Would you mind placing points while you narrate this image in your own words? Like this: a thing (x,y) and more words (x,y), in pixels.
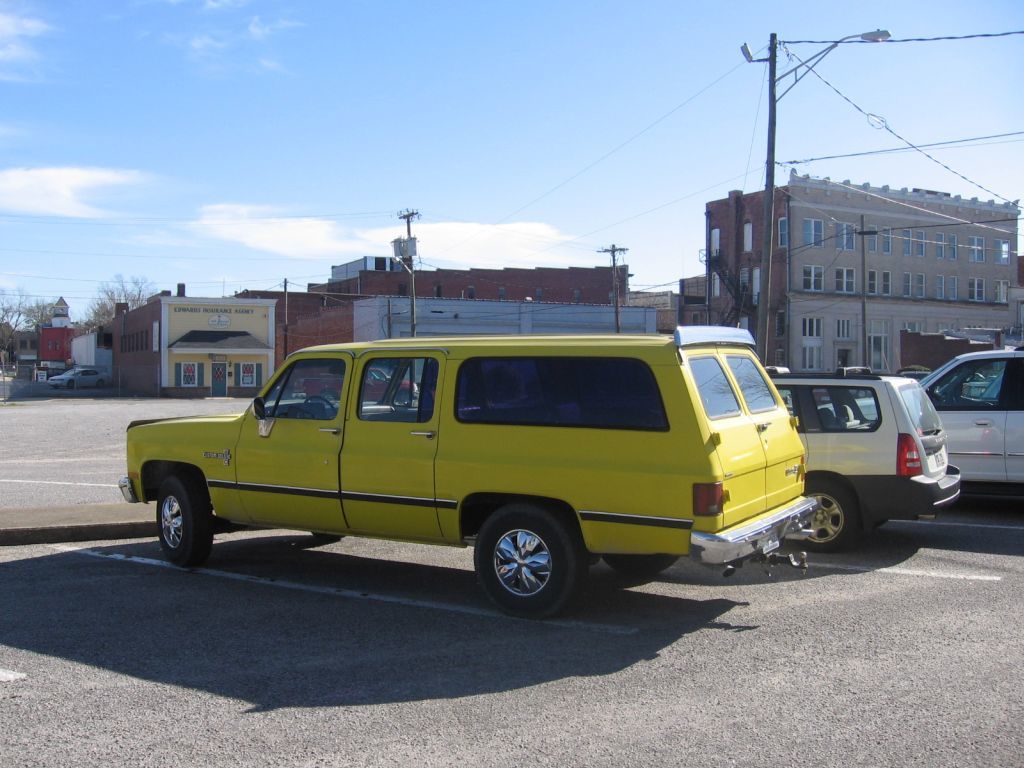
In this image we can see sky (468,68) with clouds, electric poles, electric cables (869,42), street lights (830,53), trees (44,317), buildings (368,295), stores (213,353), motor vehicles (437,503) on the road (368,644).
